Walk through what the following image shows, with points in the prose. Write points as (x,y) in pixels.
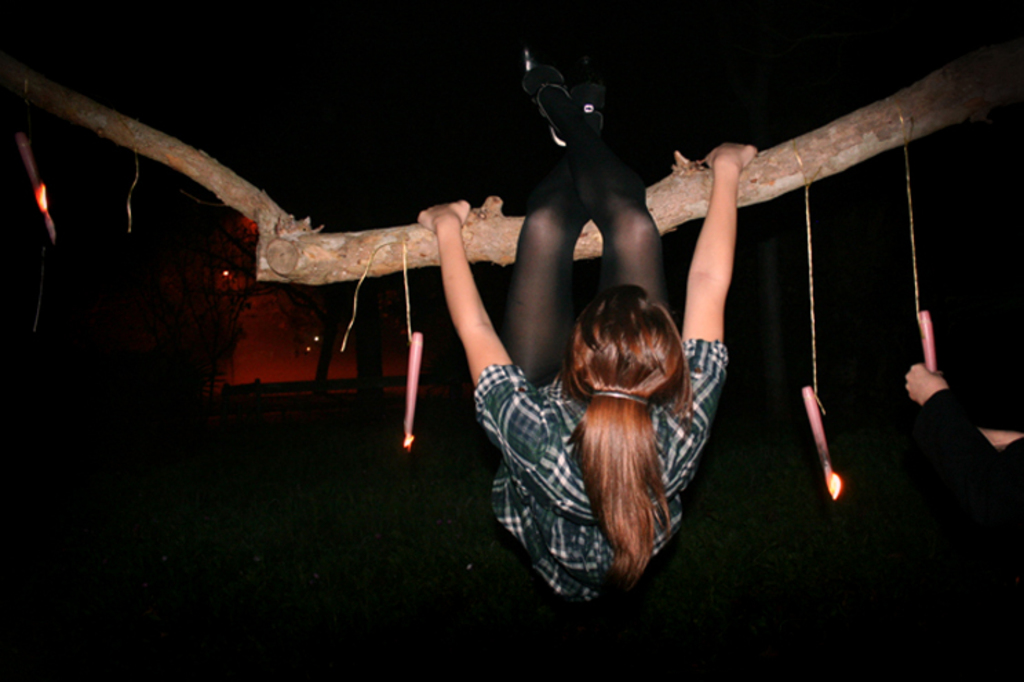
In this image we can see two persons (652,448) one woman (529,367) is holding a branch (679,217) of a tree (683,207) with her hands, group of candles (823,440) is tied with ropes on the branch (924,118) of a tree (937,119). In the background (212,337), we can see some trees (226,341).
